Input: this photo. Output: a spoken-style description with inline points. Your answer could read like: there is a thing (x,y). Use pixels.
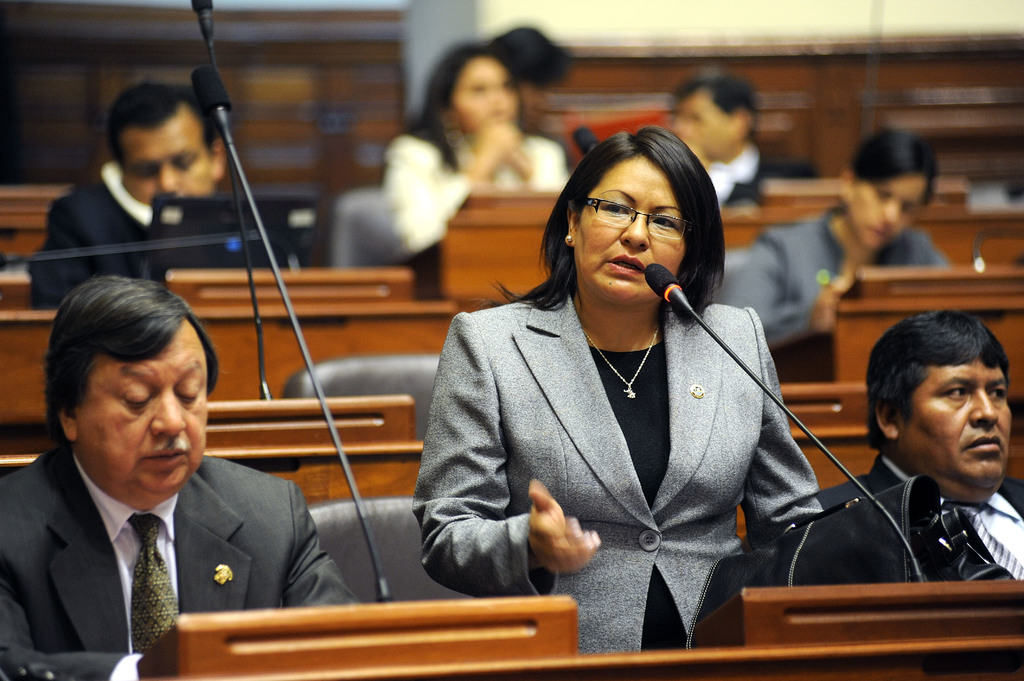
In this image we can see a woman (699,543) standing. We can also see a group of people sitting on the chairs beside the tables (475,659) containing some mics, a bag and a laptop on it. On the backside (321,243) we can see a wall (710,60).
